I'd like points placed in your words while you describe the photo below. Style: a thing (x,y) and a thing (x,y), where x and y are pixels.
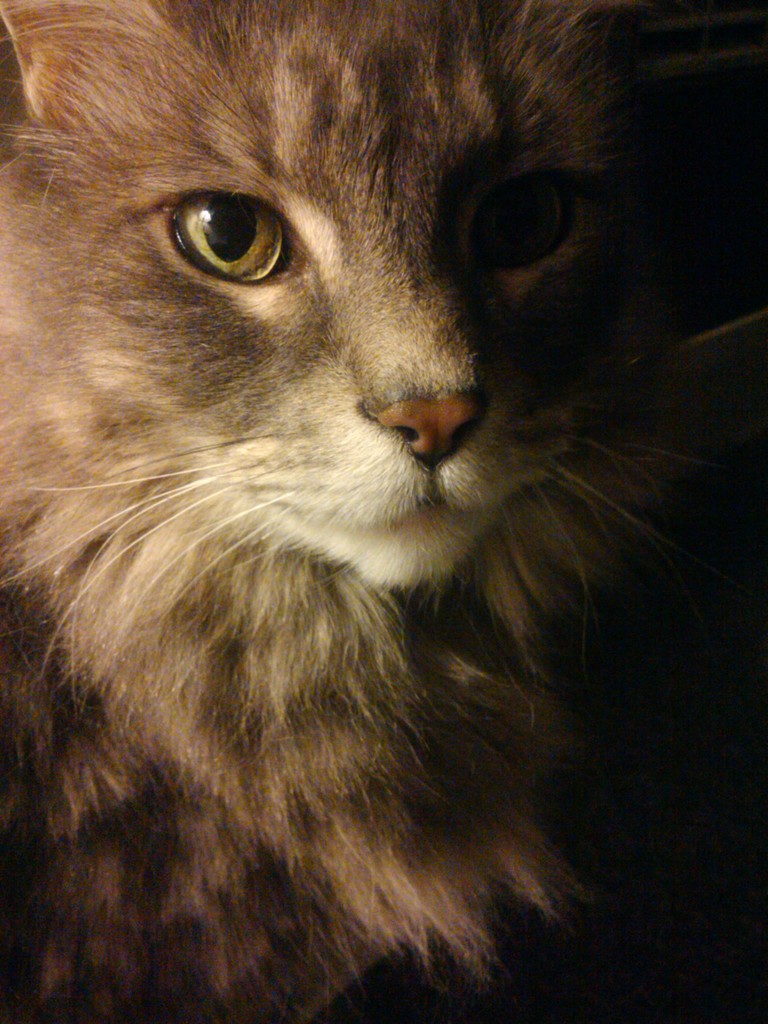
In this picture, we see a cat (419,796). This cat (316,400) is looking at the camera. On the right side (666,147), it is black in color. This picture might be clicked in the dark.
